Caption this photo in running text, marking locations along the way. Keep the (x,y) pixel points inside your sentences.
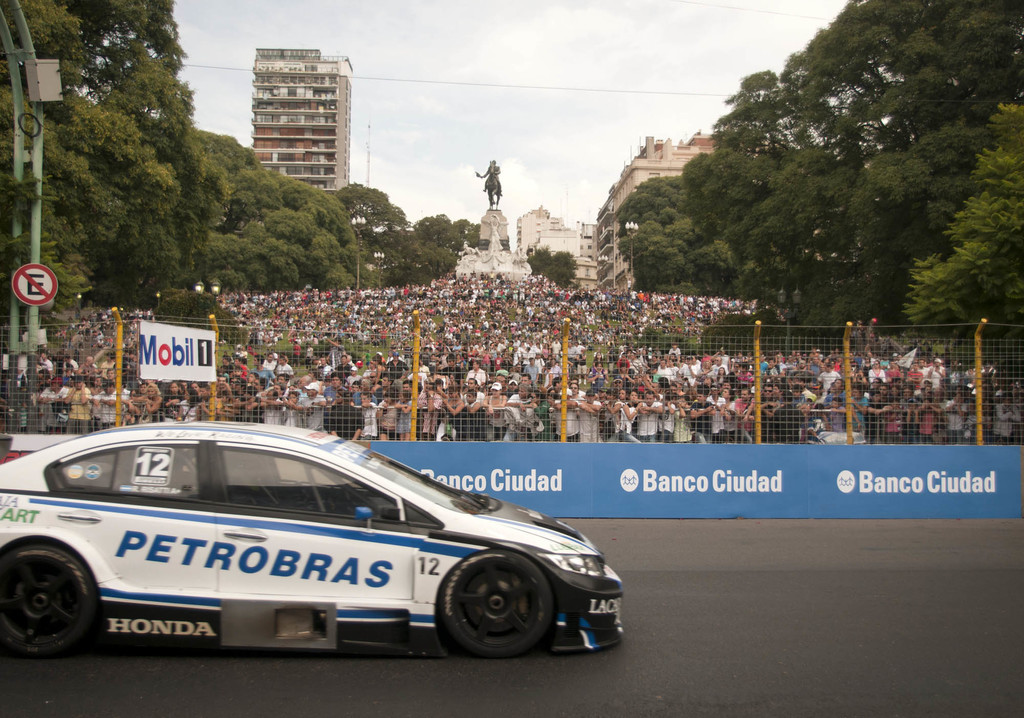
In the image we can see there is a car (381,574) moving on the road (677,581) and there is banner (553,444) kept on the road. There is an iron fencing (493,390) and there are lot of people (405,323) standing on the slope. Behind there is a statue (489,172), there are trees (895,238) and there are buildings (649,156). There is a cloudy sky (454,121) and on the banner (190,357) it's written ¨Mobil¨.
